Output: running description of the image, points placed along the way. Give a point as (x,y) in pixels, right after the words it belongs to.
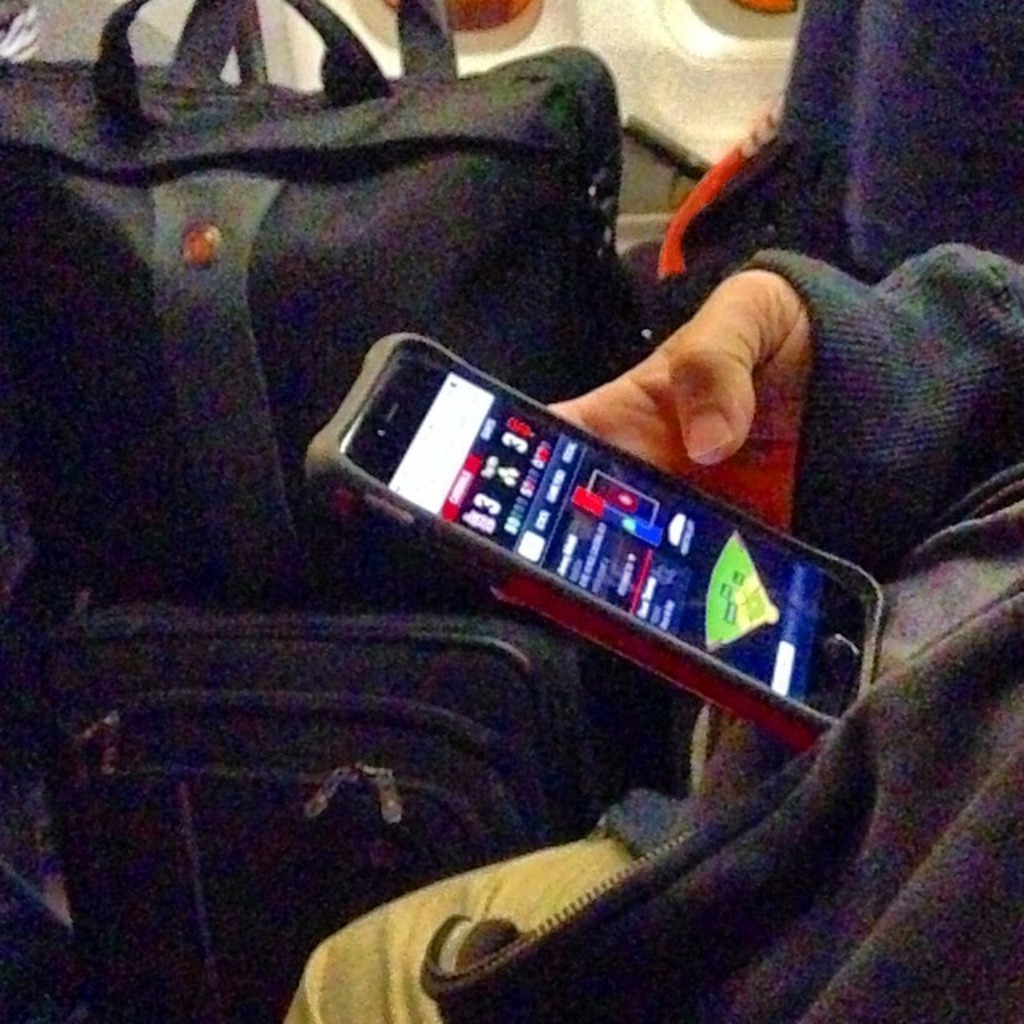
There is a person (916,786) holding a mobile phone (801,705) in his hand (781,409). He wore a jacket (847,867). There are two bags (338,740) in the image. There is a wall (621,56) in the background (631,51). There is text (488,429) and numbers (491,496) displayed on the mobile phone (625,550).
